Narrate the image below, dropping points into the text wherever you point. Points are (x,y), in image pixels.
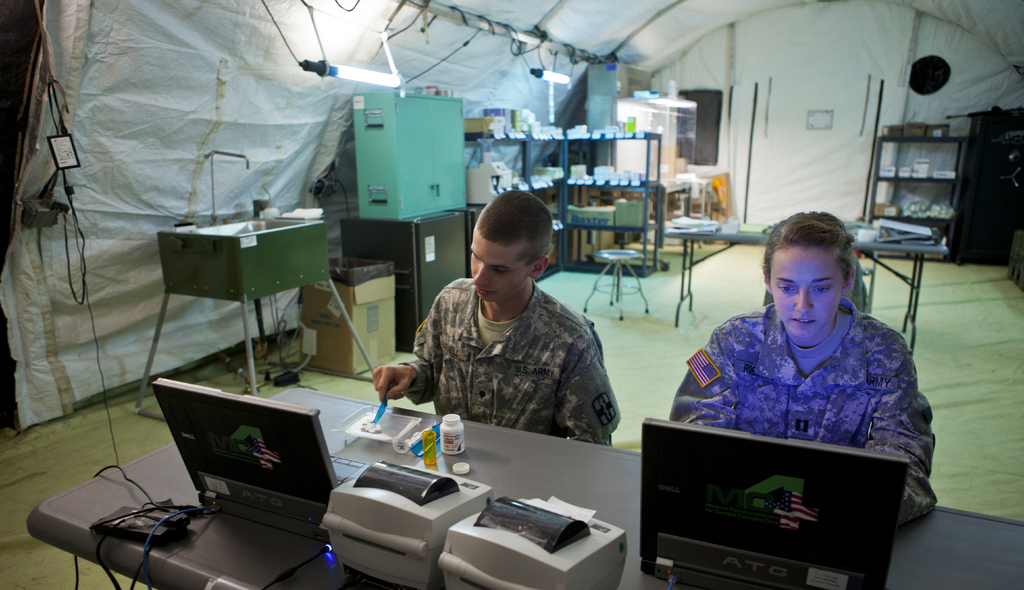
There is a woman (851,340) sitting and operating a laptop (840,476) in front of her which is placed on the table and there are few other objects (468,513) beside it and there is another person (562,369) sitting beside her and there are few other objects (687,157) in the background (606,168).
